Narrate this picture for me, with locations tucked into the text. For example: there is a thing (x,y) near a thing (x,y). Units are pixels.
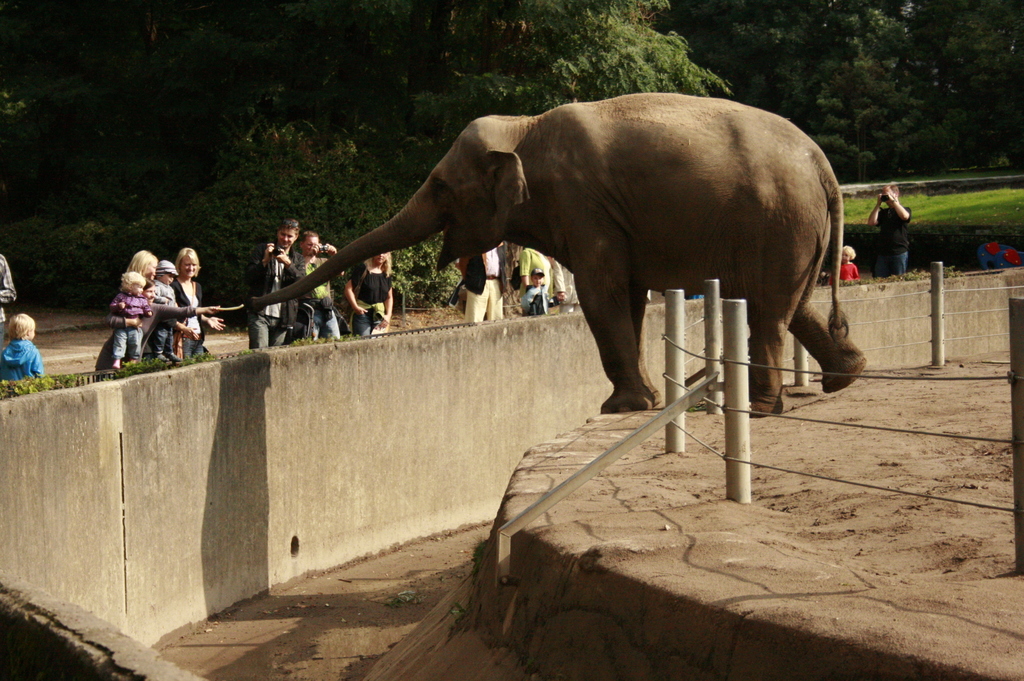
In the middle of the picture (445,236), we see an elephant (640,322). Beside that, we see a railing (740,413). In front of the elephant (341,260), we see a wall (241,426). Beside the wall (360,349), we see people (385,325) standing and looking at the elephant (463,223). They are clicking photos of the elephant (366,250). There are trees (552,69) in the background (629,41). On the right side (992,209), we see the grass (959,209). This picture might be clicked in a zoo.
